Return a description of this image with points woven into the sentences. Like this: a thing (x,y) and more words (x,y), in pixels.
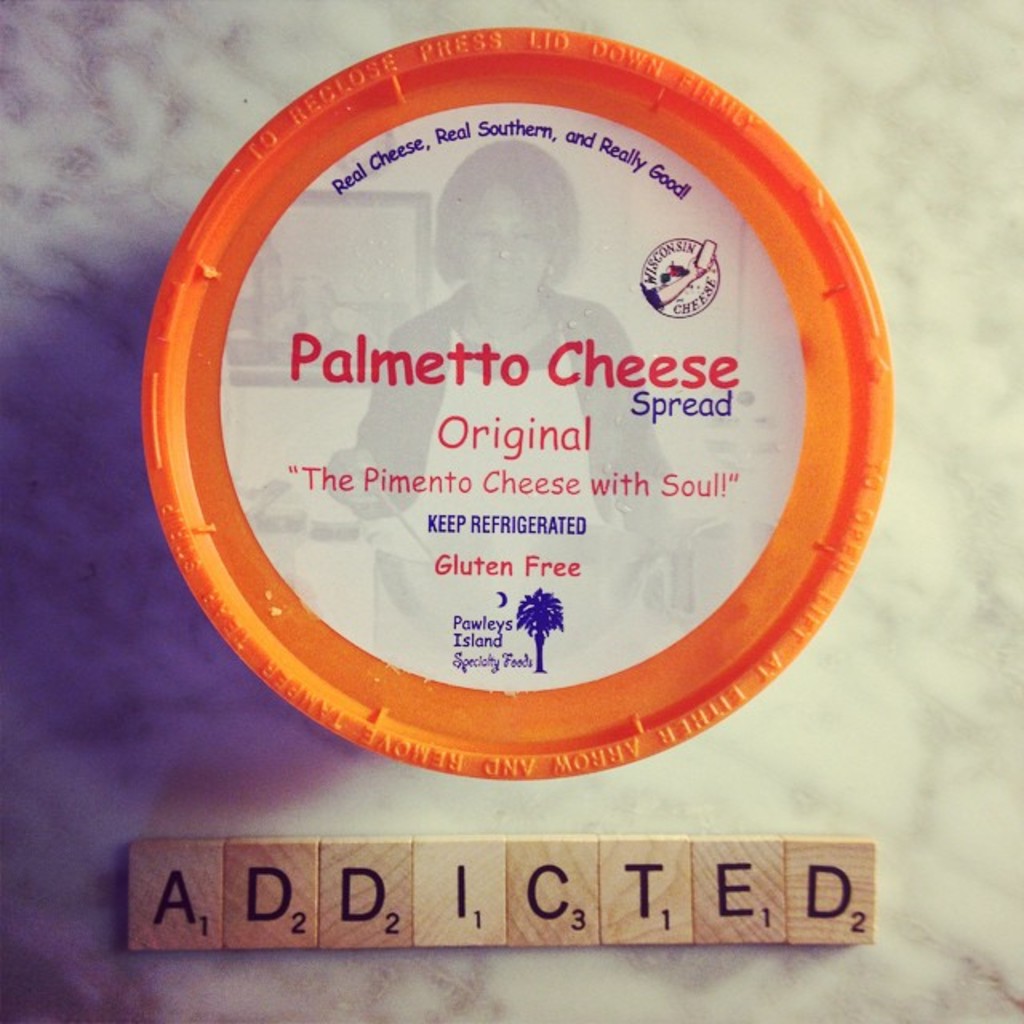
In this image we can see a lid (318,521) on which some text (693,399) is printed and in the background (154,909), we can see group of wood blocks (511,909) with text (189,903) on it.
